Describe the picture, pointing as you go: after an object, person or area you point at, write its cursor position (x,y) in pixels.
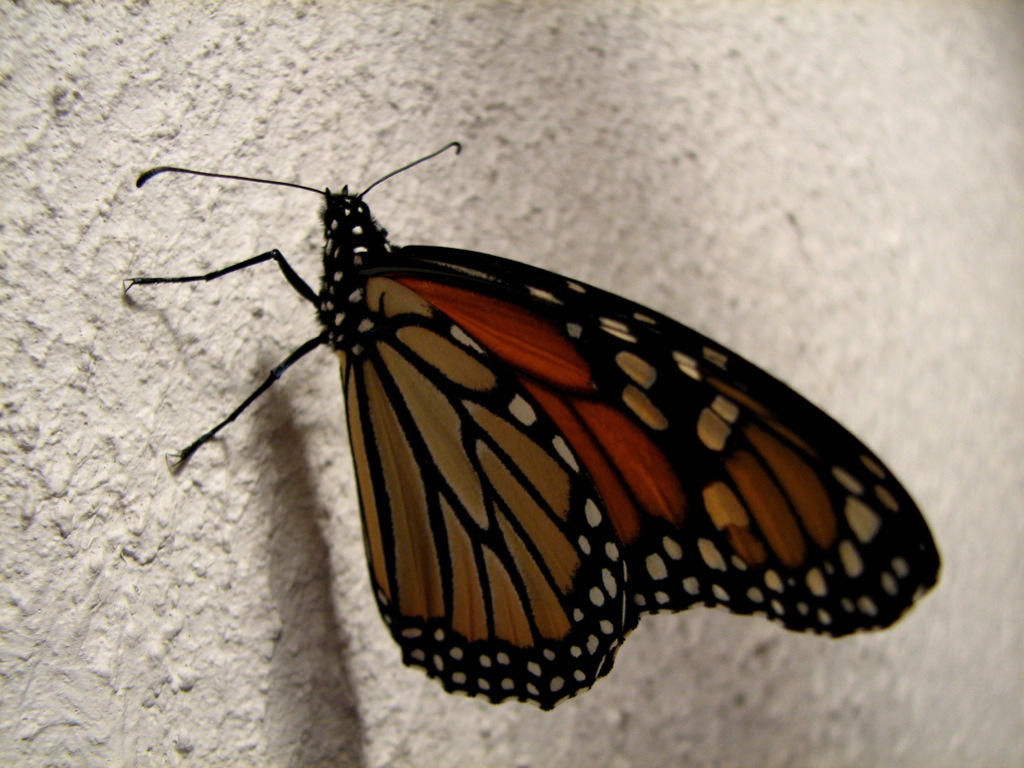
In this picture we can see a butterfly (650,517) on a surface (752,209).
